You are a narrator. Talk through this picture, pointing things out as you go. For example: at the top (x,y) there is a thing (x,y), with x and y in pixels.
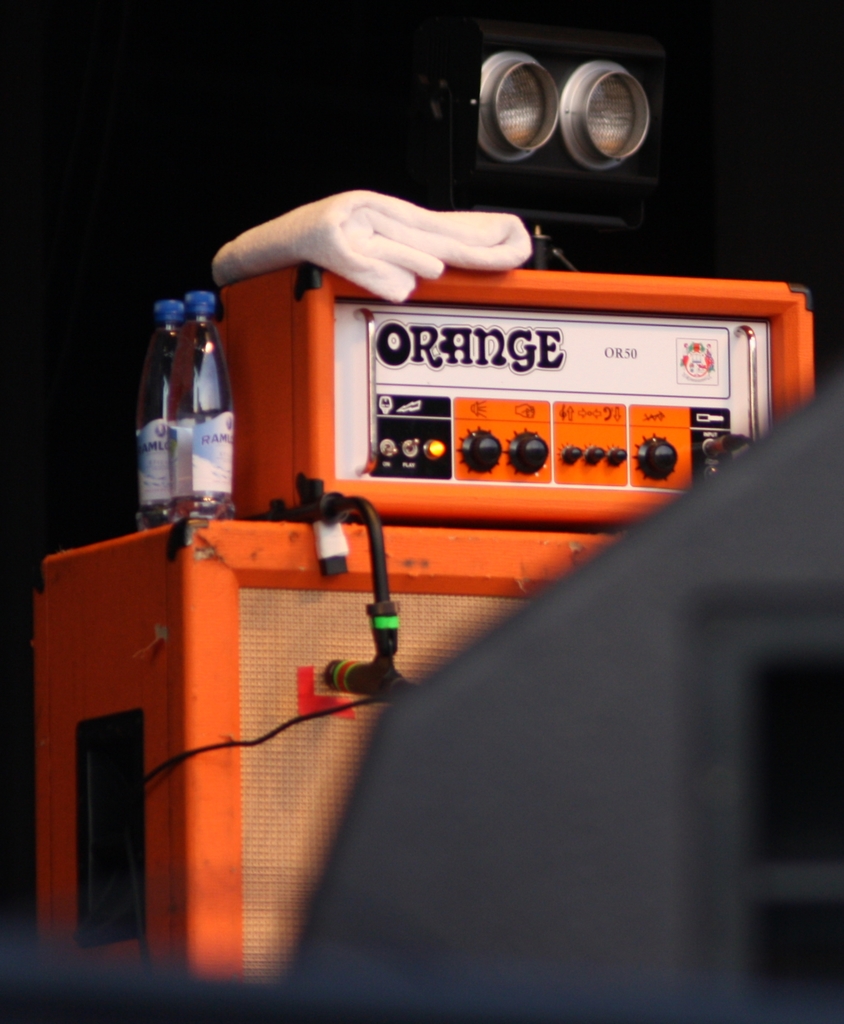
In this picture there is an electric box (798,315) which is placed at the center of the image (360,405) and there are two water bottles (172,305) at the left side of the image (228,398).
